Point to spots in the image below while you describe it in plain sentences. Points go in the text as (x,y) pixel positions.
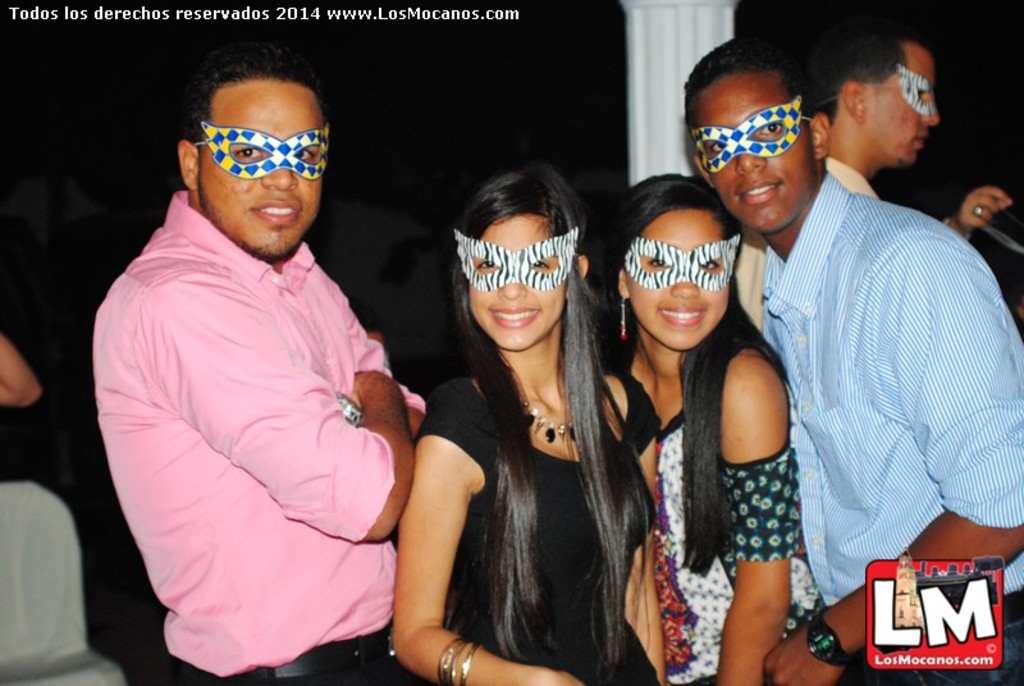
It looks like the picture is taken from some website there are a group of people (319,372) in the foreground (398,416) they are standing and posing for the photo, they are wearing masks (231,143) to their eyes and there is some text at the bottom right corner of the image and top left corner of the image (178,9).
